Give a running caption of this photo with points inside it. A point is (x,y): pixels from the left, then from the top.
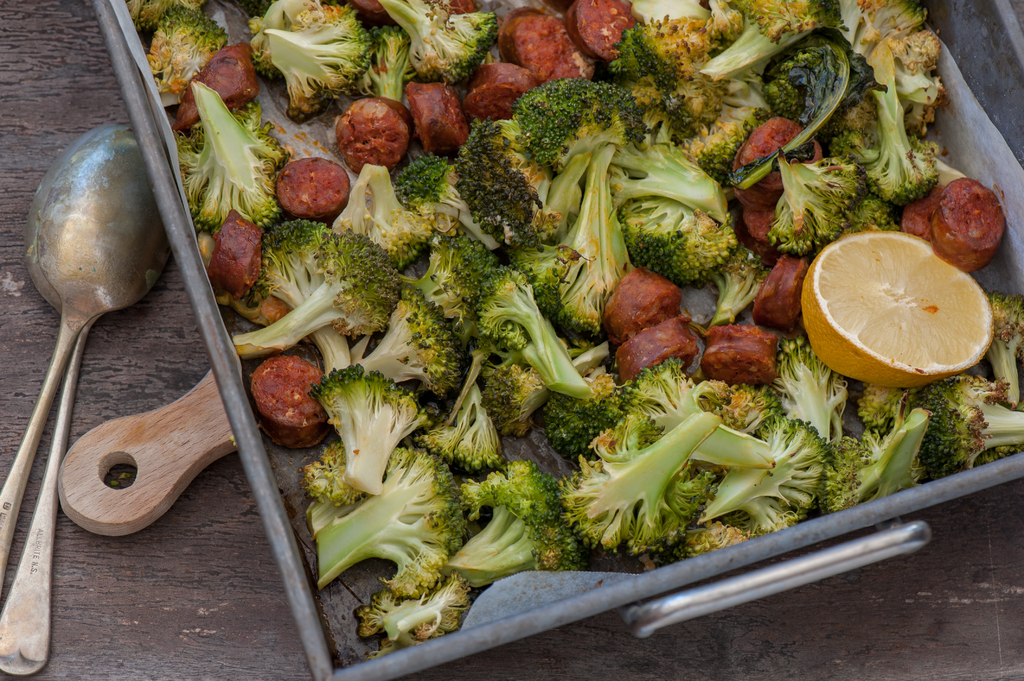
In this picture we can see spoons (105,280), wooden object (136,436) and a tray (293,380) with food items (900,217) on it and these all are placed on a wooden surface (846,670).
